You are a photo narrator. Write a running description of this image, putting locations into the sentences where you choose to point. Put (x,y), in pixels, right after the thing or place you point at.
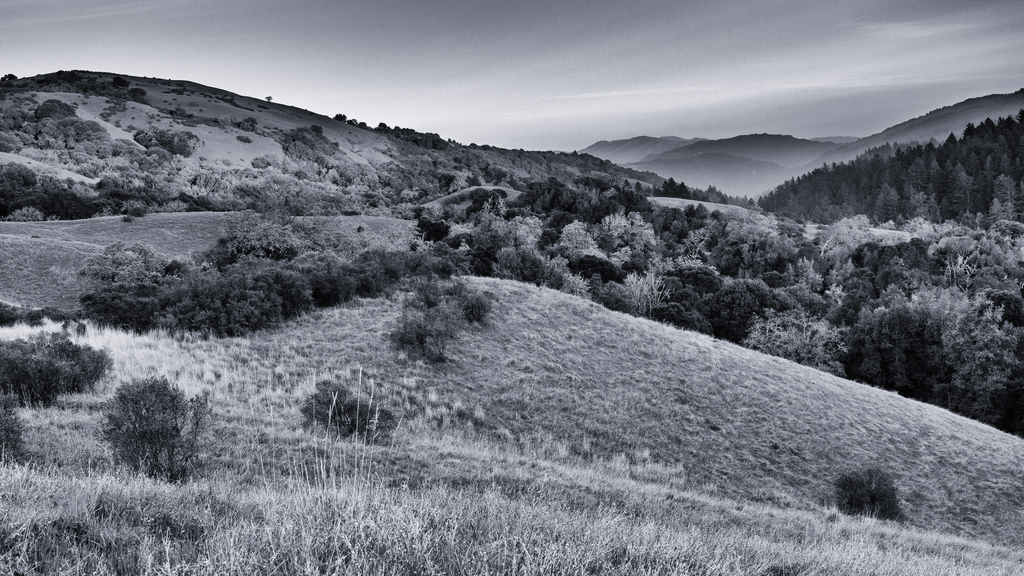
Black and white picture. In this picture we can see plants (15,361), grass (418,478), trees (61,151), hills (589,152) and sky (595,57).
